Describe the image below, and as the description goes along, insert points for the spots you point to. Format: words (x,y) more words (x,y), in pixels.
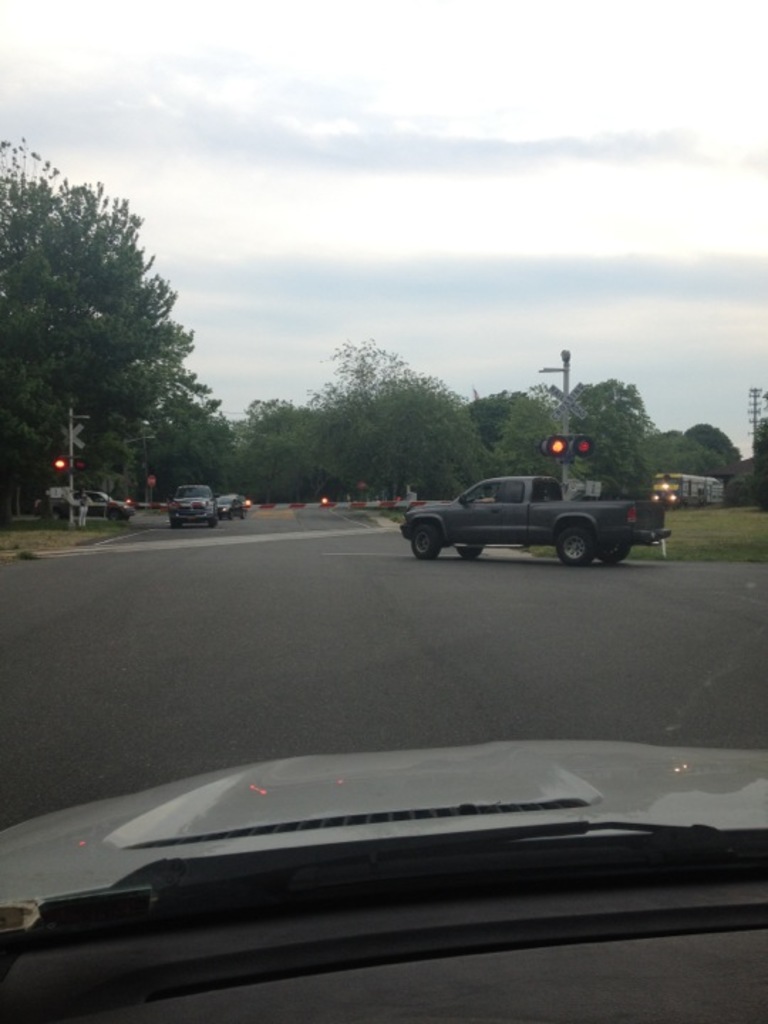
This image is clicked from behind a car glass (306,606). In front of the car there is a road (307,591). There are vehicles (502,510) moving on the road (213,623). Beside the road (136,514) there are traffic signal poles (76,436). In the background (578,422) there are trees (284,425) and a electric pole (757,398). There is grass (710,521) on the ground (79,523). At the top (322,87) there is the sky (362,101). At the bottom (289,787) there is the bonnet (288,802) of the car (230,811).
